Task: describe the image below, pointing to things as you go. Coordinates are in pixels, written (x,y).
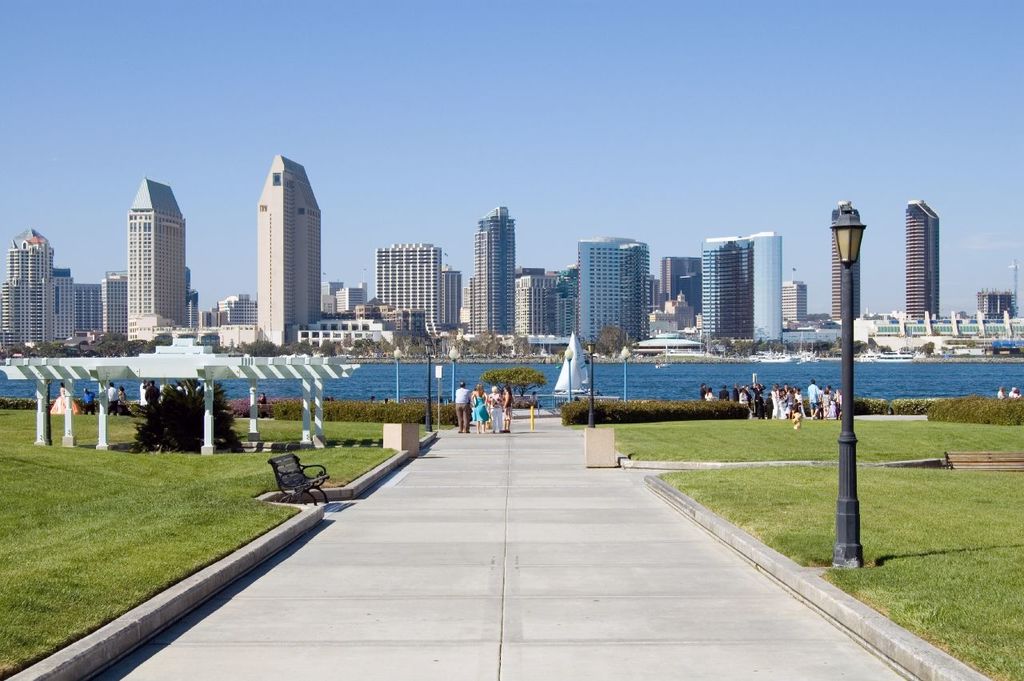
In this picture I can see there is a walkway (528,634) and there is grass (158,491) onto the right and left sides. There is a pole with a lamp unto right side (847,390). There is a group of people (800,390) standing at the right side (815,396), center and left side (140,390). There is a sea (261,381) in the backdrop (553,383) and there is a boat (568,377) sailing on the water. There are a few buildings (861,319) and the sky (878,236) is clear.
